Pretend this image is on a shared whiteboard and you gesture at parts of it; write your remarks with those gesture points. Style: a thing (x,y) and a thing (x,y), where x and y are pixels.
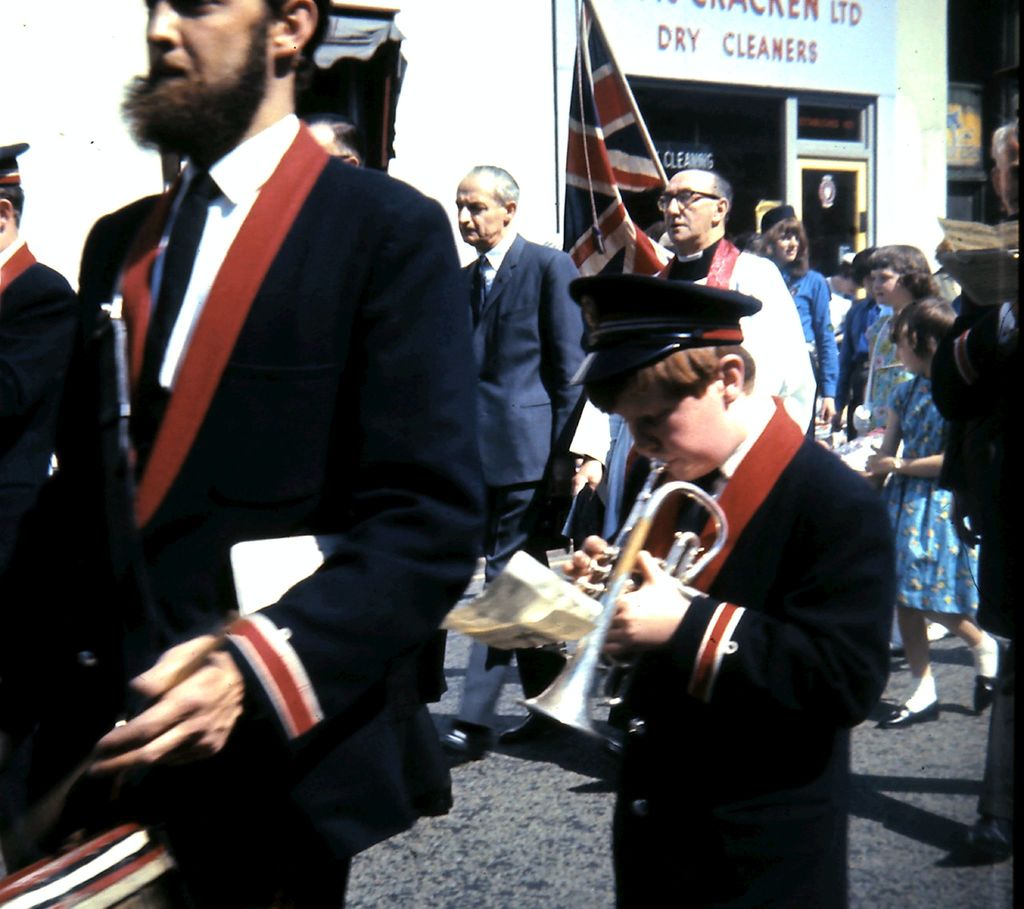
This image consists of many people (524,304) walking on the road (503,870). They are wearing suits (206,466). At the bottom (532,857), there is a road (524,866).
